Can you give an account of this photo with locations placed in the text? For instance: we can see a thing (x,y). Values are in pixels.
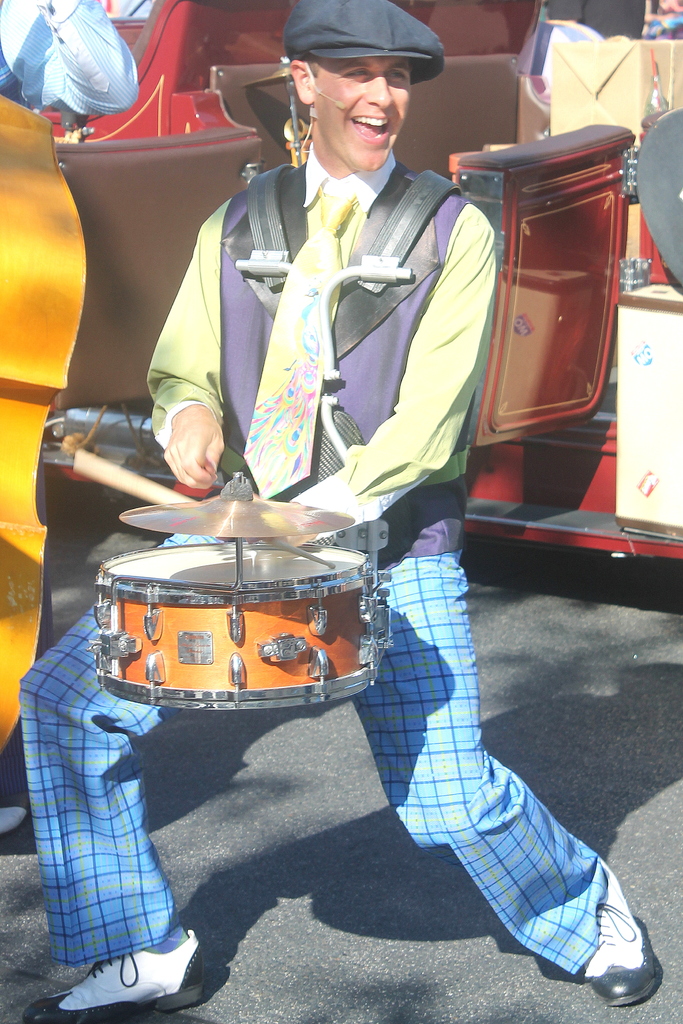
In this image we can see a man (252,386) is playing musical instrument (264,507). In the background (513,274) there is a vehicle (510,199) and a box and on the left side (15,382) there is a musical instrument (15,306) and a person's hand (41,17).
